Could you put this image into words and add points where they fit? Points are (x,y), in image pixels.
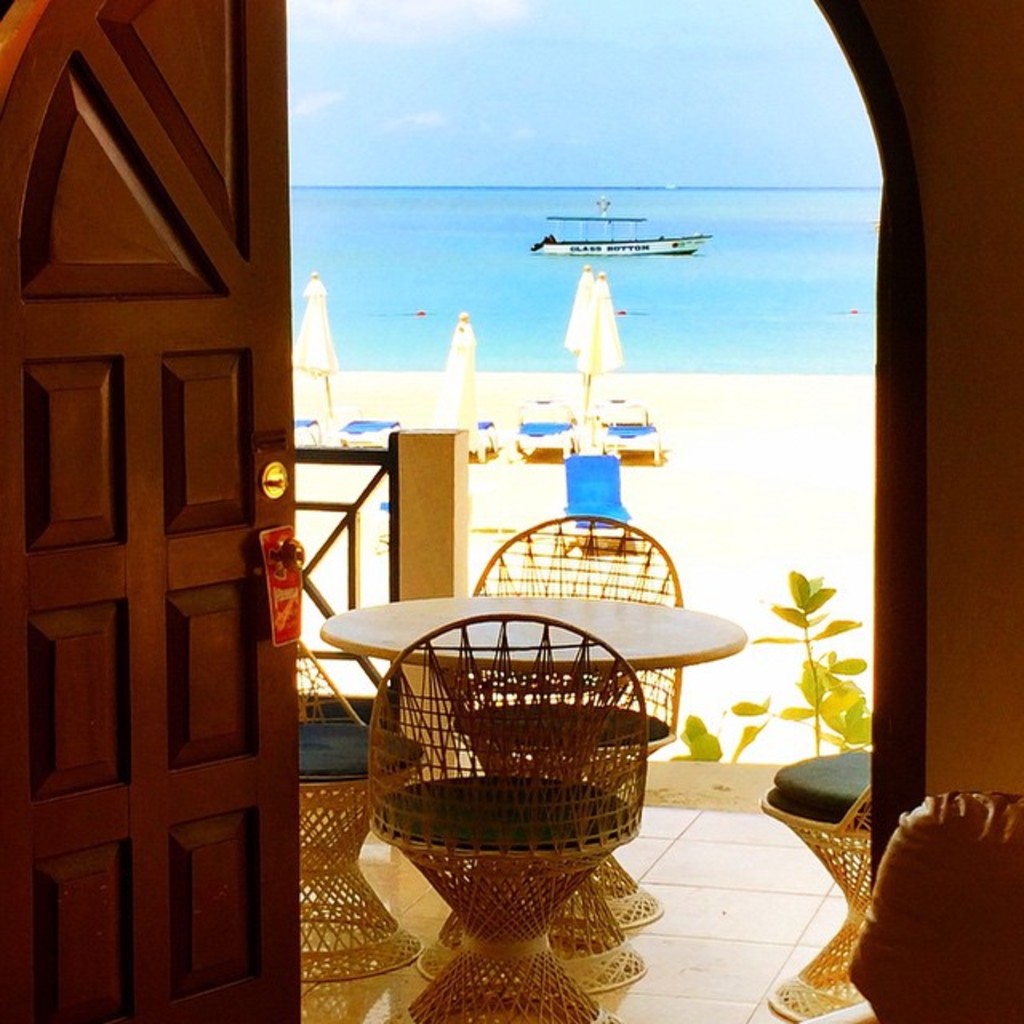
In this image we can see a door (172,518). There is a table (606,619) and chairs (564,806). And there is a railing (398,530). Also there is a plant (754,705). In the back (730,350) there is water (453,270). Also there are umbrellas (596,365). On the water (515,235) there is a boat (623,233). In the background (592,76) there is sky (645,56).
